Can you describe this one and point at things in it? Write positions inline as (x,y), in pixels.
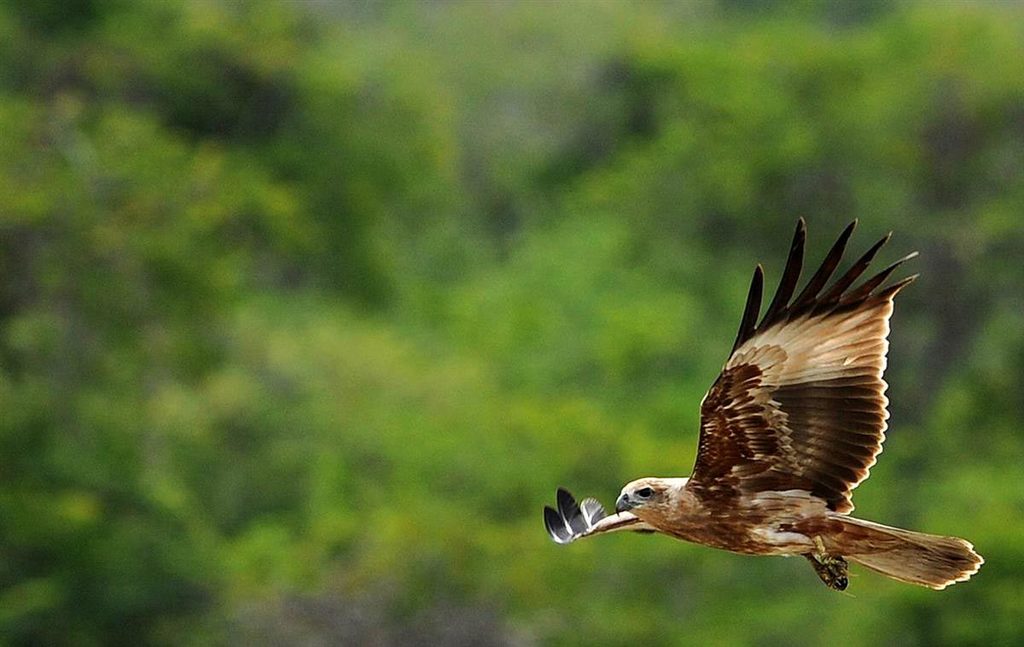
In the picture we can see an eagle (737,383) which is flying and in the background (361,240) picture is blur.
